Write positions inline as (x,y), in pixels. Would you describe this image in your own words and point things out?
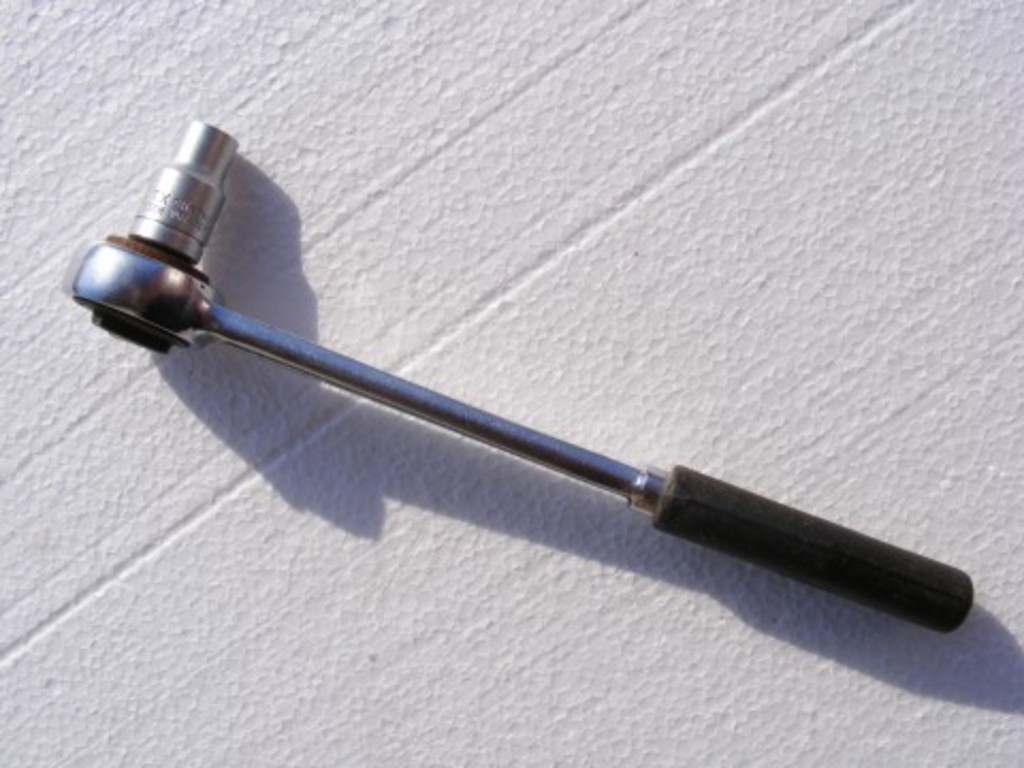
In the picture we can see a white color surface (767,745) on it we can see some tool (742,506) with black color handle (728,506).
